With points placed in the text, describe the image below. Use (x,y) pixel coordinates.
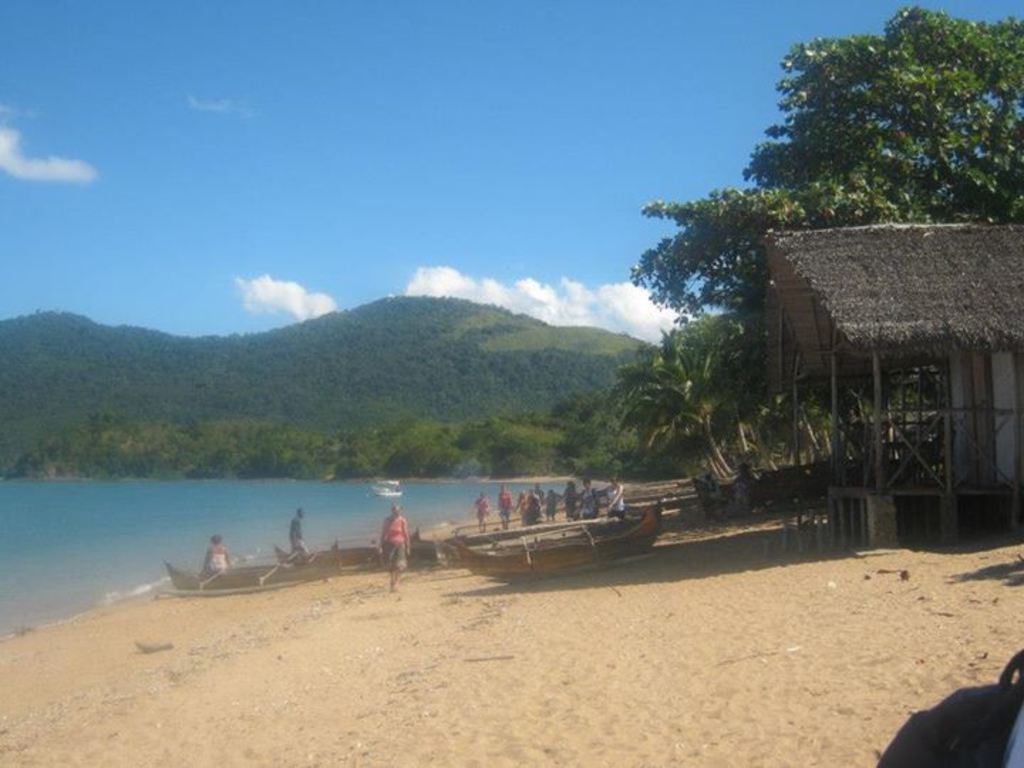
In this picture we can see a group of people (570,500) on the beach (442,525) and in front of the people (391,542) there are boats (413,539) and on the right side of the people (512,505) there is a hut (889,391). Behind the people (300,533) there is water (332,529), trees (376,460), hills (452,382) and a sky (394,197).
